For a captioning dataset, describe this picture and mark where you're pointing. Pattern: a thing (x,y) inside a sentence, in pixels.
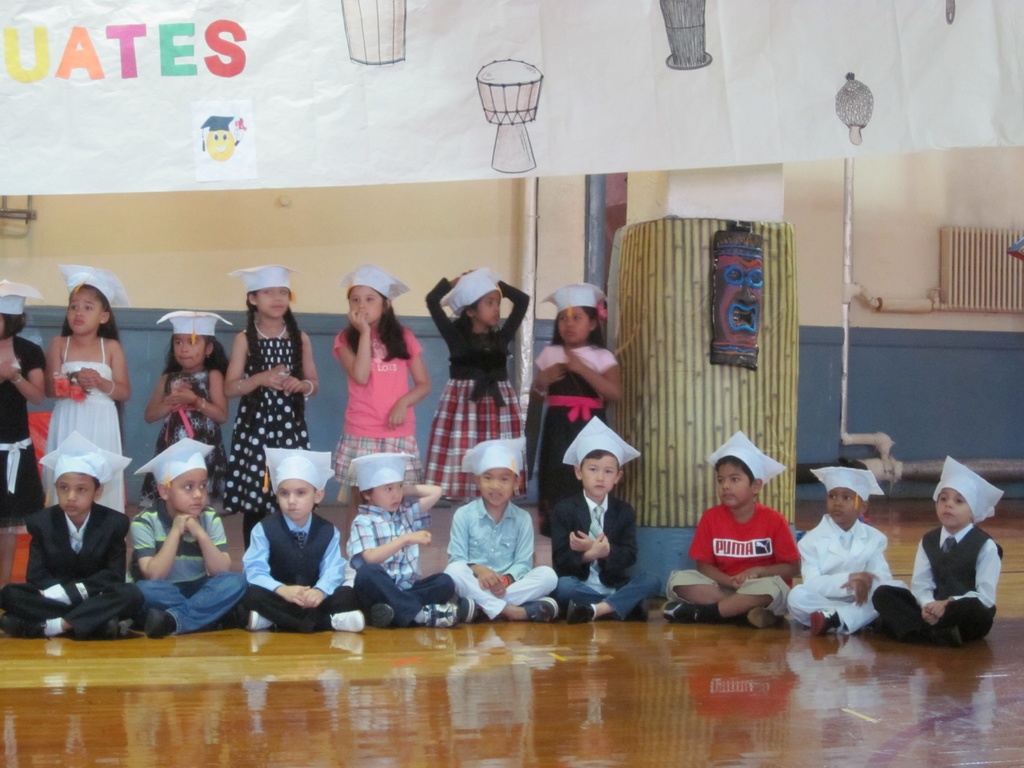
In this picture we can see a few girls (120,365) standing and some boys (485,519) sitting on the floor (15,644). We can see some text (81,63) and a few figures (515,118) on the banner (397,93). There are pipes (849,272), some objects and a wall (84,229) is visible in the background (554,205).
